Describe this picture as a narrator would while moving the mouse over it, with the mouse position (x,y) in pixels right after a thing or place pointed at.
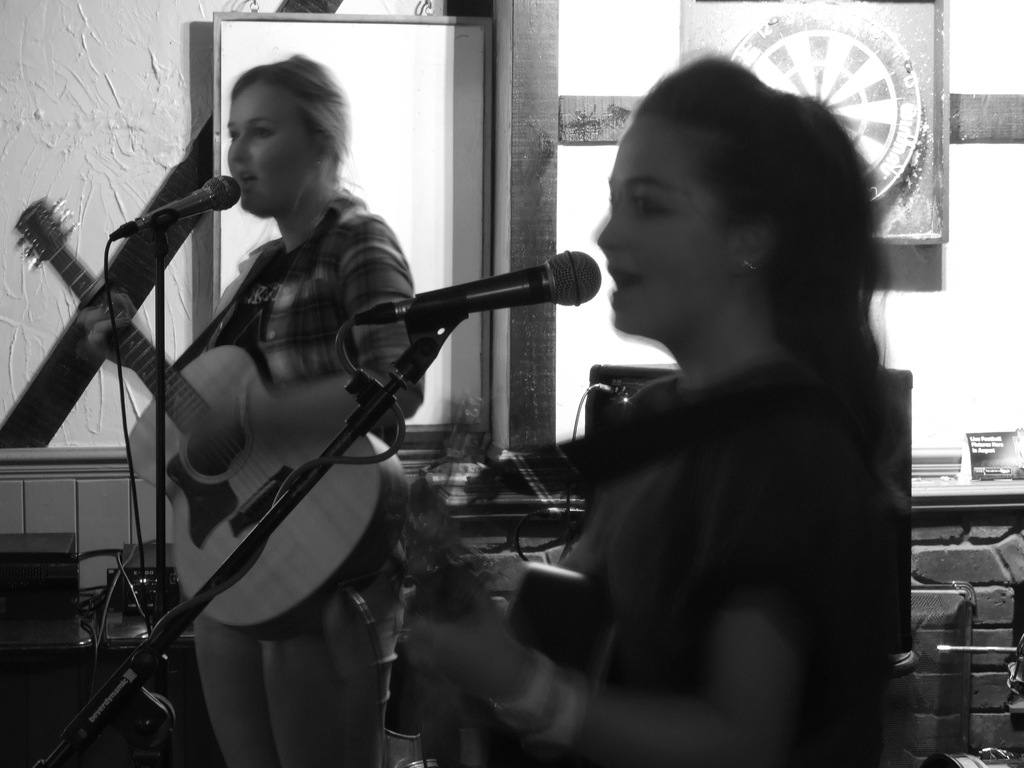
This is completely a black and white picture. Here we can see two women (800,536) standing in front of a mike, singing and playing guitars (154,479). On the background (94,81) we can see a wall (112,48), white board (380,69) and here we can see a board (984,445).
